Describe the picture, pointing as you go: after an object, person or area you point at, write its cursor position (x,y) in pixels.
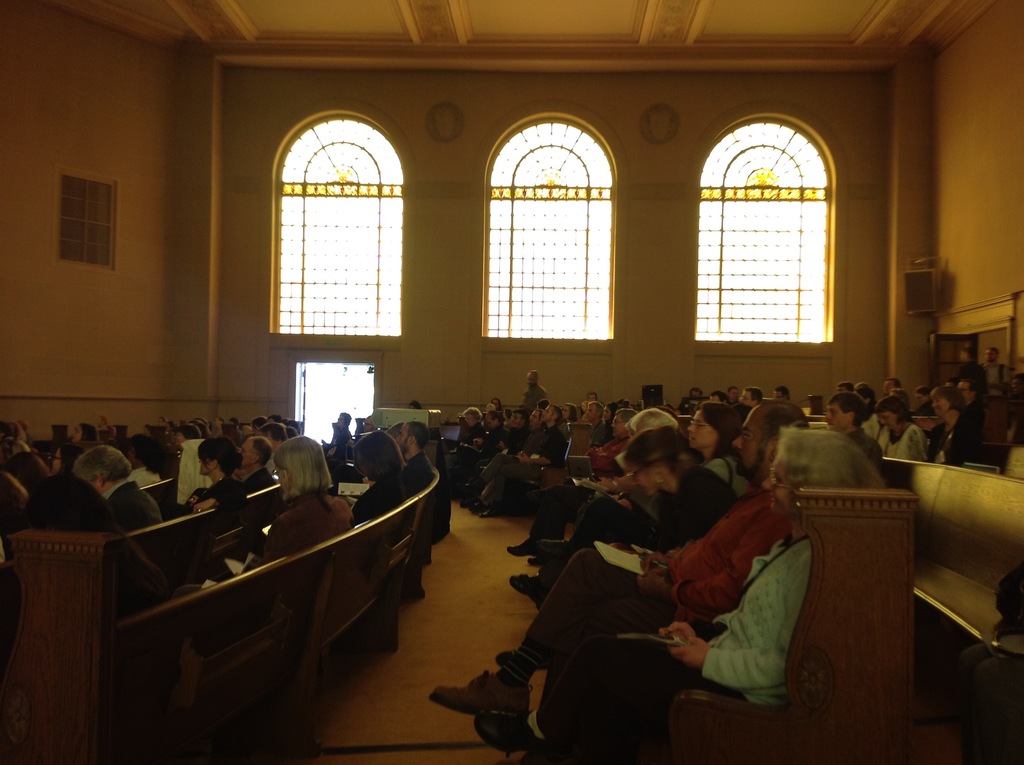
In this picture we can see there are groups of people (392,485) sitting on benches (415,526). Behind the people (551,428) there is a door (316,374) and windows (352,240). On the right side of the image (921,303), there is an object (916,289) attached to the wall (872,302). At the top (505,17) there is a ceiling (574,15).
